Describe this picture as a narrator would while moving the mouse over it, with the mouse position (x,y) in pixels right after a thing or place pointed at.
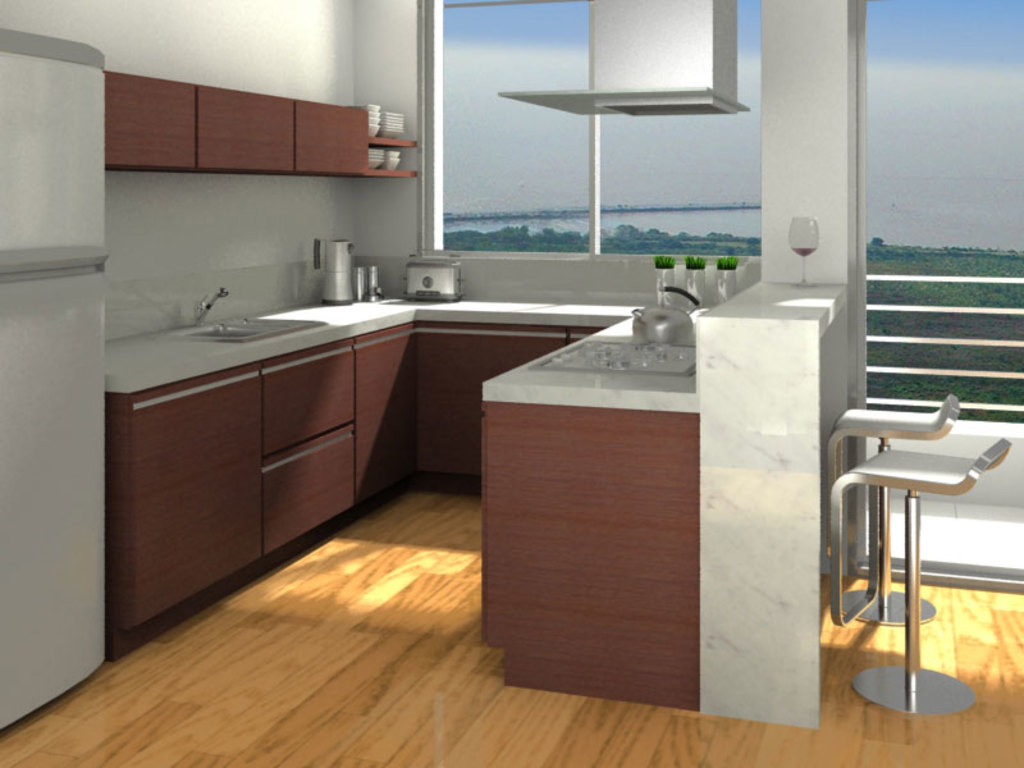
This picture describes about inside view of a room (406,303), in this we can find few cups (389,166), tap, refrigerator (59,114) and few things (429,300) on the countertop (363,326), and also we can see chairs (887,462).
